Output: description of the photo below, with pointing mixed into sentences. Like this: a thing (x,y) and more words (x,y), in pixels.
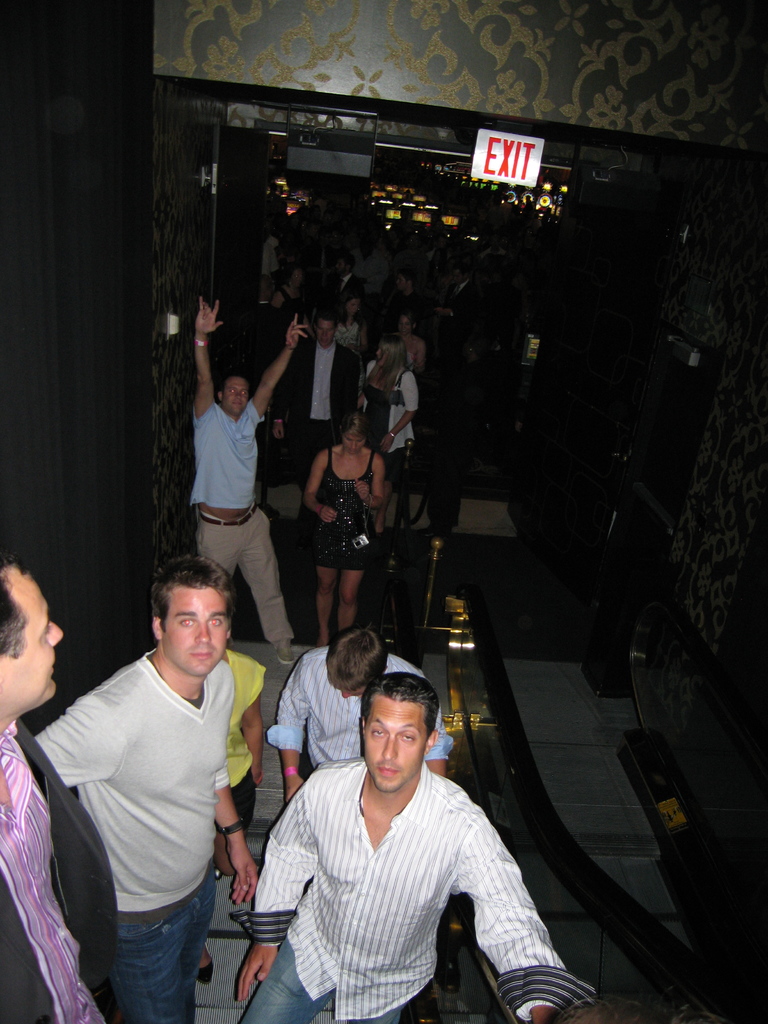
In this image, I can see groups of people (363,632) standing. At the bottom of the image (488,791), I can see two escalators (551,865). In the background (495,190), there are lights (416,216) and an exit board (492,164) attached to the wall (399,81).
